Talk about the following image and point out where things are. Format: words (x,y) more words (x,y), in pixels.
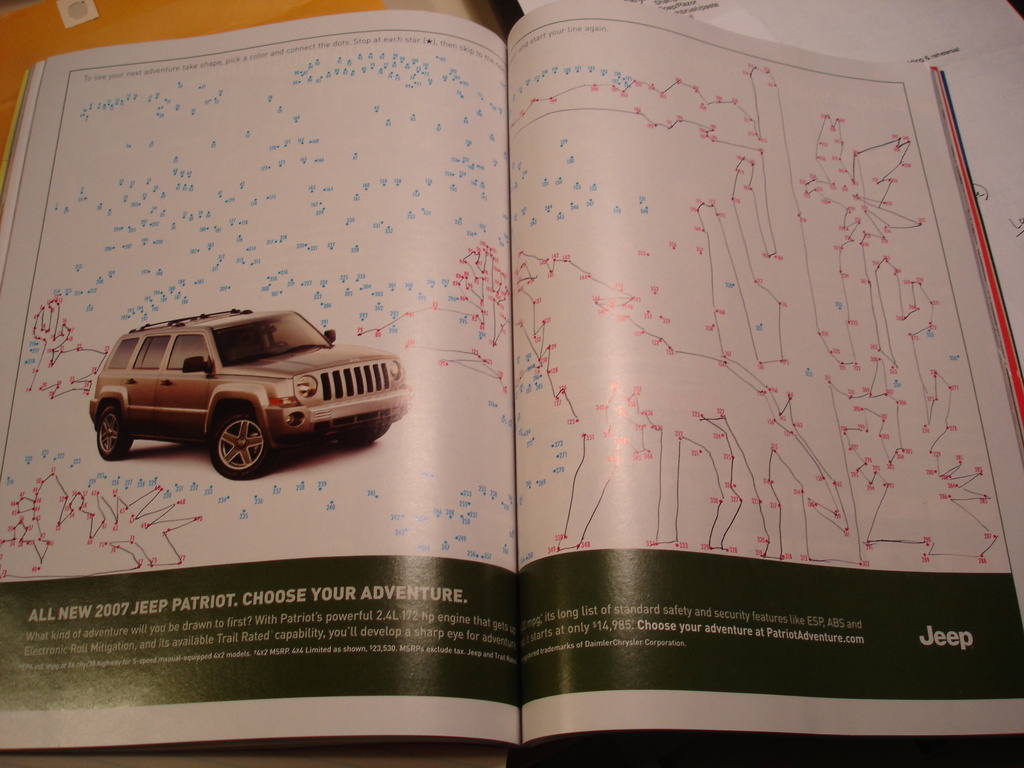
In the image we can see a book (672,340), in the book (369,434) we can see a vehicle (252,370) and these are the headlights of the vehicle (352,382), and this is a printed text (308,647).
